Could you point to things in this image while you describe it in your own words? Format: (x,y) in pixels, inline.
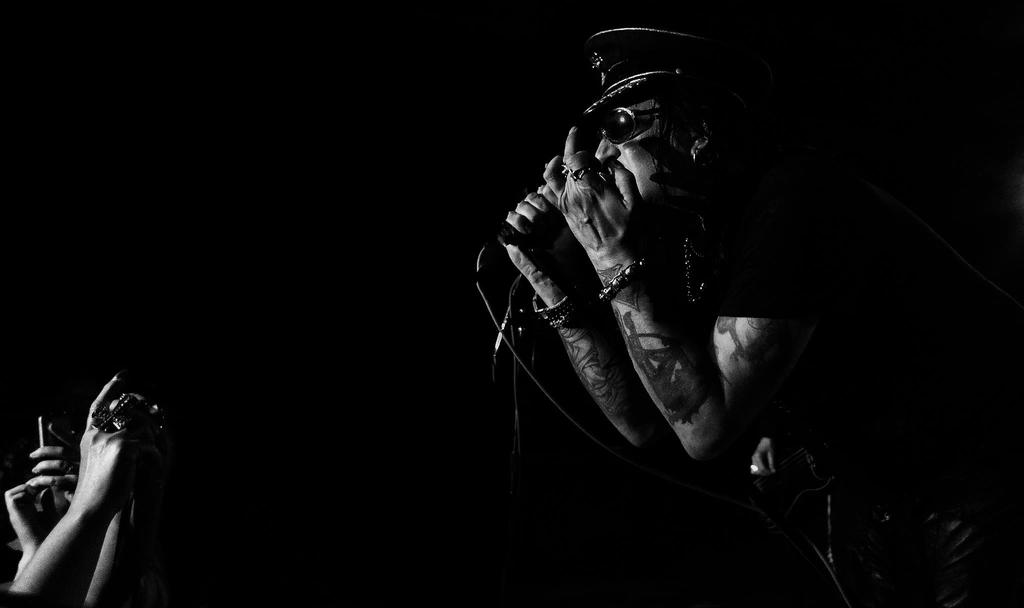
This is black and white picture where we can see a man (881,361) is standing and holding mic (549,223). Bottom left of the image (122,524) we can see people (84,505) are clicking photographs.
